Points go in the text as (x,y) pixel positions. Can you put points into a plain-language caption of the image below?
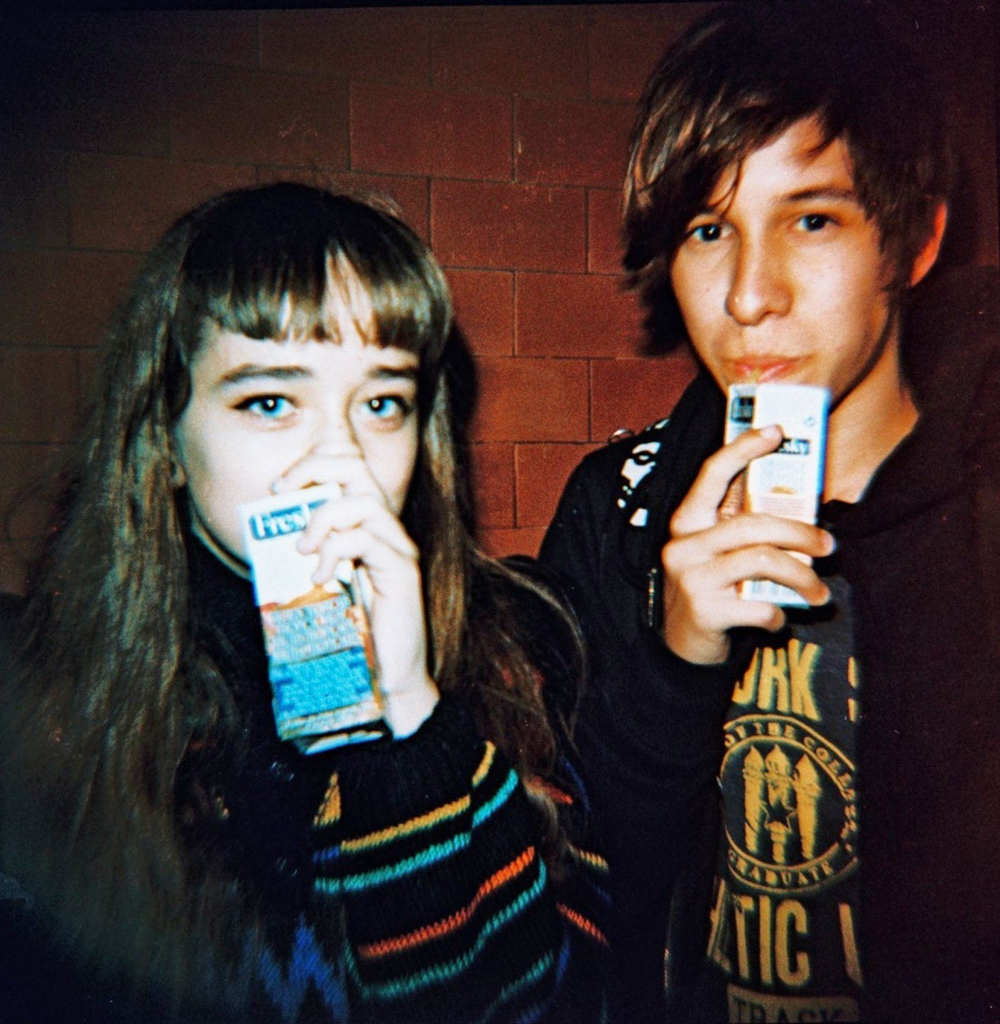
This is the picture. In picture there a man (786,572) and a women (199,774) the women (142,774) is in a long hair (93,701), women (416,869) wearing a sweater (449,874) the man (777,809) wearing a black t shirt (786,785) and black jacket (934,711). Background of the two person (673,289) is a wall (389,136) with red bricks (528,308) and the two persons (548,534) were drinking a drink (805,444).
